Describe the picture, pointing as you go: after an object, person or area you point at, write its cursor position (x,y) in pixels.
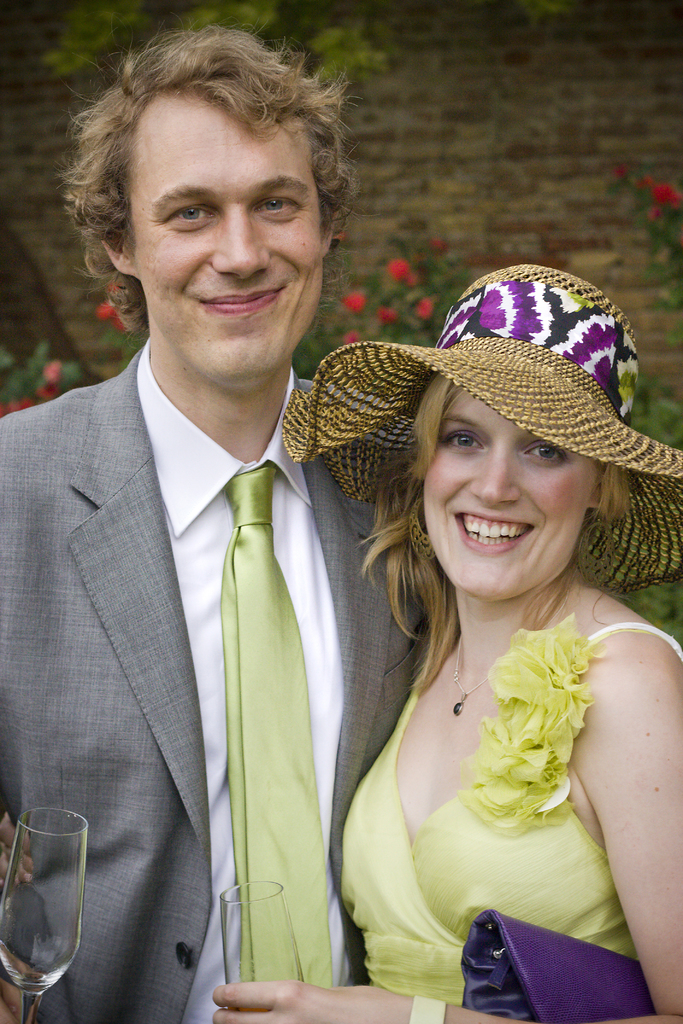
In the image we can see a girl (378,788) and a boy (354,791) standing beside and holding a wine glass (243,916) in their hand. Girl (385,406) is wearing a hat (524,344).
